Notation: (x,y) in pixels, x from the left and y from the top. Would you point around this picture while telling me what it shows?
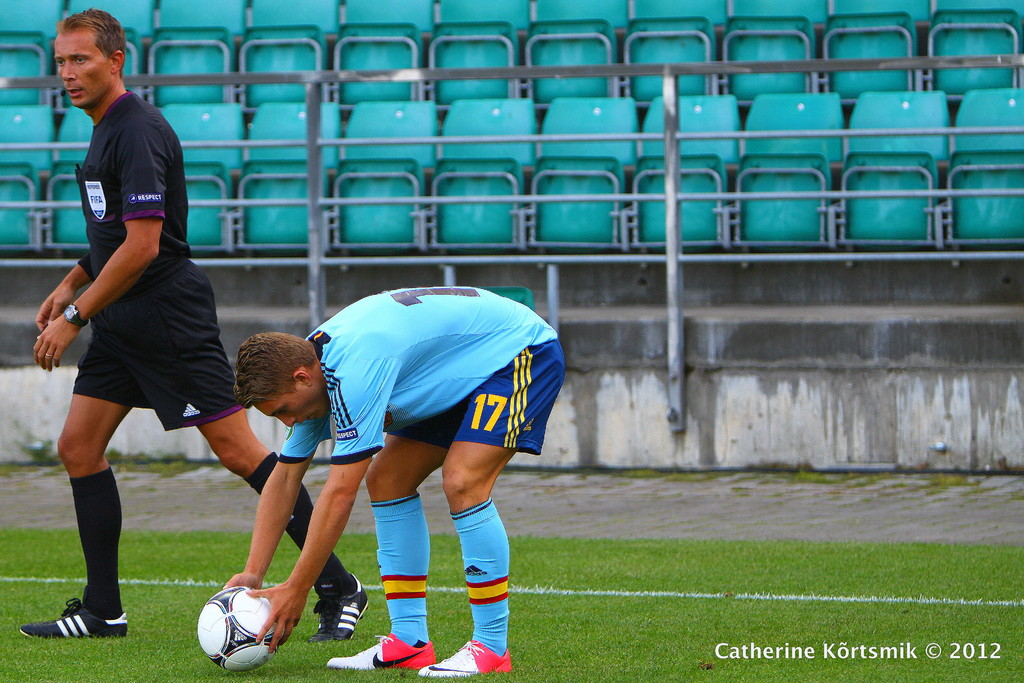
In this image we can see a person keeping a ball (202,625) on the ground (275,676) and he is in the center (526,434). Here we can see a umpire (271,470) and he is on the left side (143,150).
